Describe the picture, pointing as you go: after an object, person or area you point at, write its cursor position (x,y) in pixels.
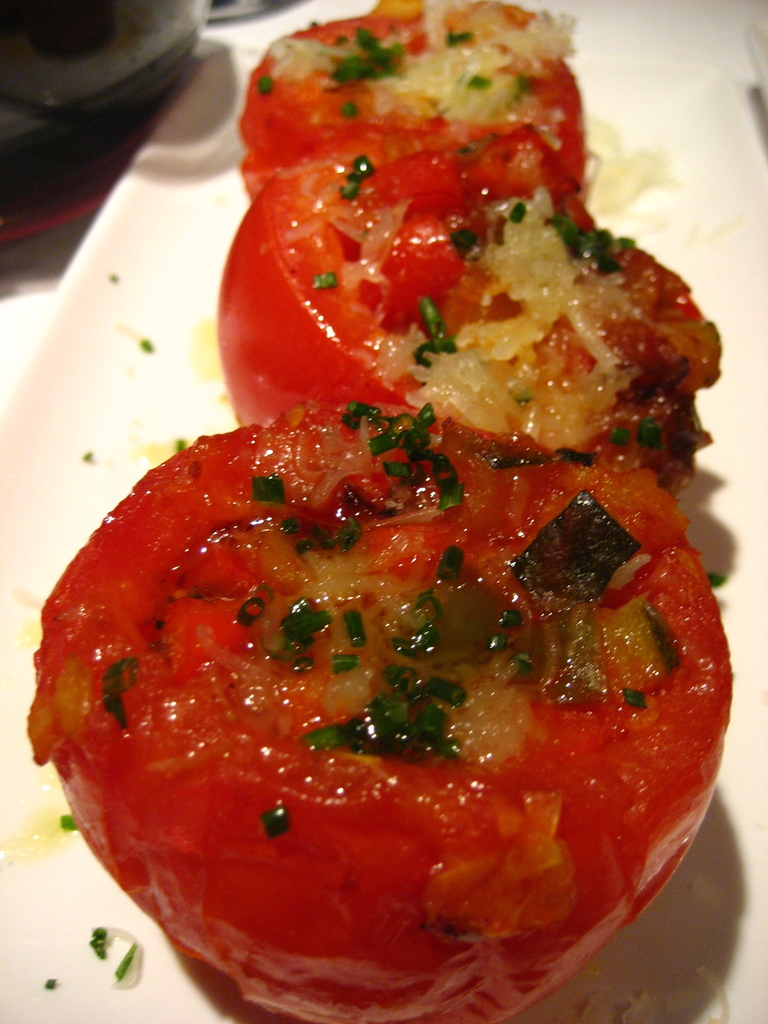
In this image we can see some pieces plum tomatoes (290,518) which are in the plate (166,253).
